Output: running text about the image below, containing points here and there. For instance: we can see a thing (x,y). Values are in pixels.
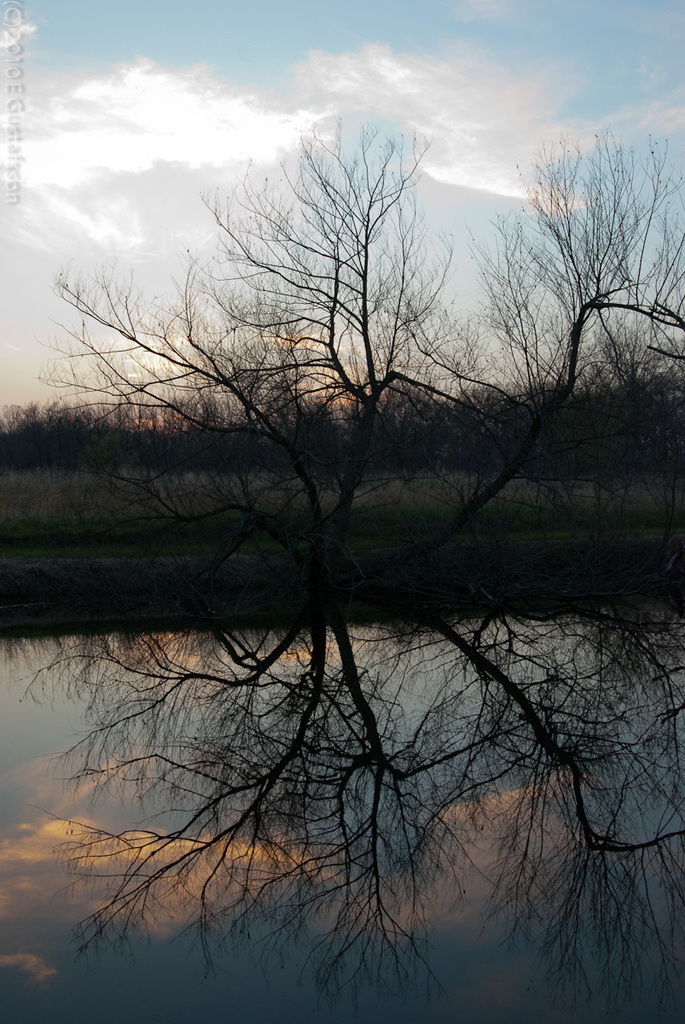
In this picture we can see water (455,878), trees (98,414), grass (50,537) and in the background (102,170) we can see the sky (383,163) with clouds (253,246).
